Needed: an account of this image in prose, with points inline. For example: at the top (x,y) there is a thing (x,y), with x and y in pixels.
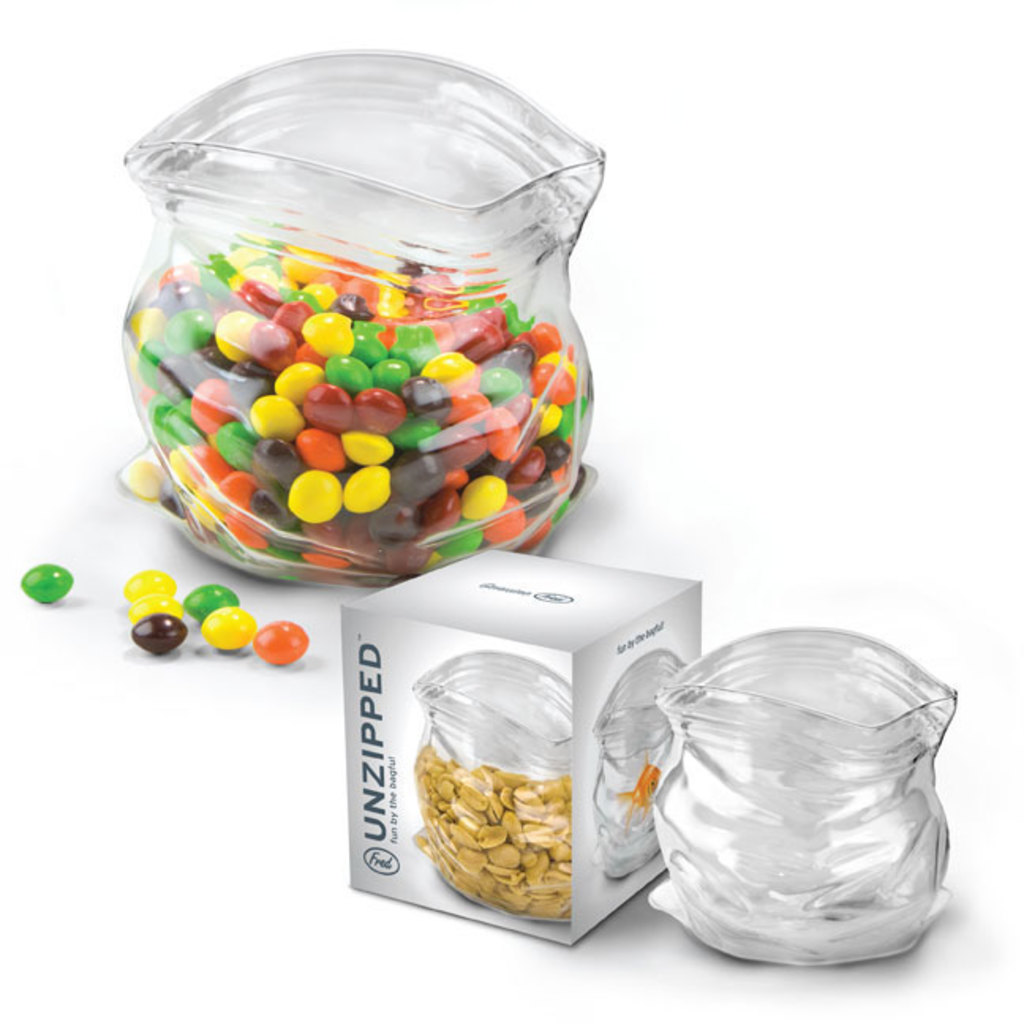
In this image we can see a glass jar (343,552) which is filled with so many gems (397,473), besides that there is a jar (786,812) and a box (546,858) also we can see left over gems (234,632) on the surface (126,653).
